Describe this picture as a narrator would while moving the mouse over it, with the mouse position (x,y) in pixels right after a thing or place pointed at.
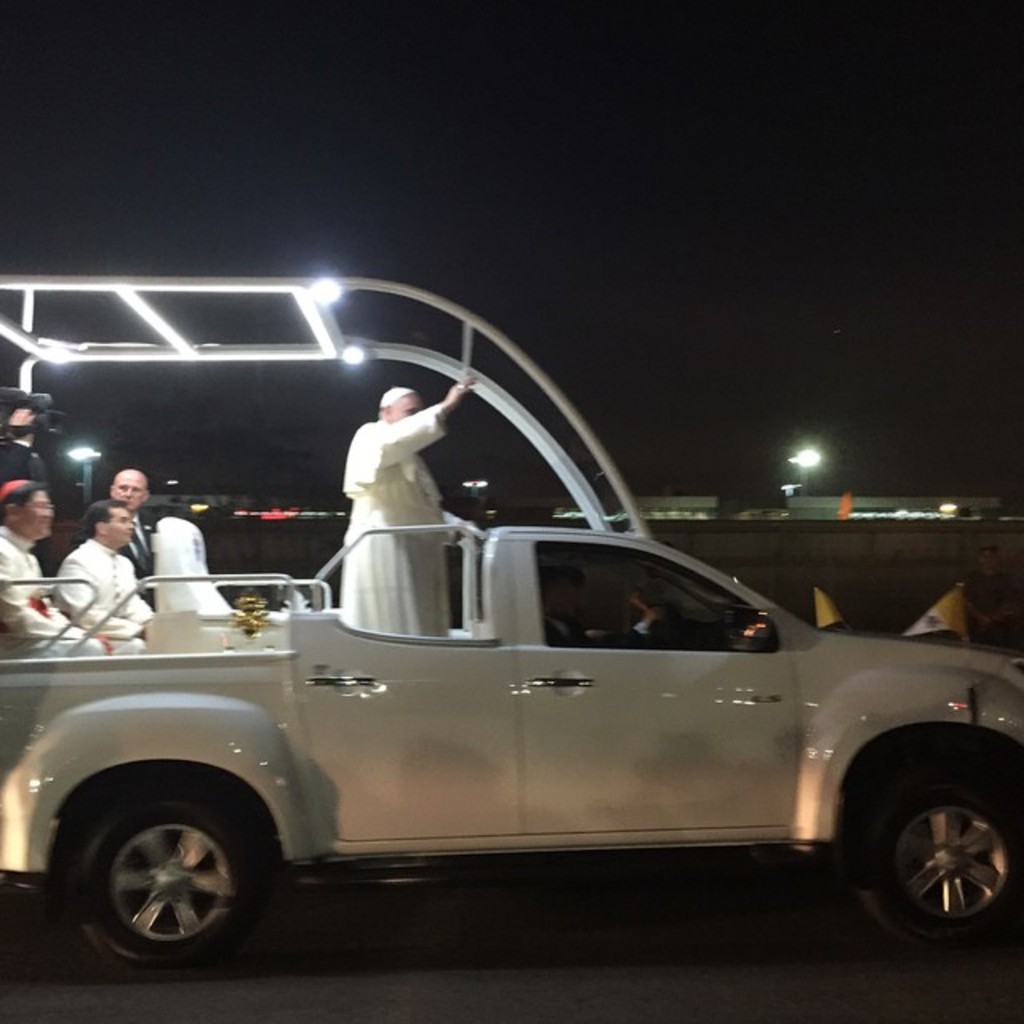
In this image there is one vehicle (278,771). One person (560,613) is driving the vehicle (596,605) and there are some people (17,571) who are sitting in the vehicle (154,585) on the left side of the middle of the image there is one person (33,430) who is holding a camera (26,397) on the left side of the image (89,538) there are three persons (93,574) who are sitting in a vehicle (82,583) in the middle of the image (380,448) there is one person (381,507) who is standing and waving his hand (456,395) on the top of the vehicle (411,530) there are two lights (352,350) on the right side of the image (784,563) there is one wall (884,567) and one street light (818,457) and there are some houses (684,508).
